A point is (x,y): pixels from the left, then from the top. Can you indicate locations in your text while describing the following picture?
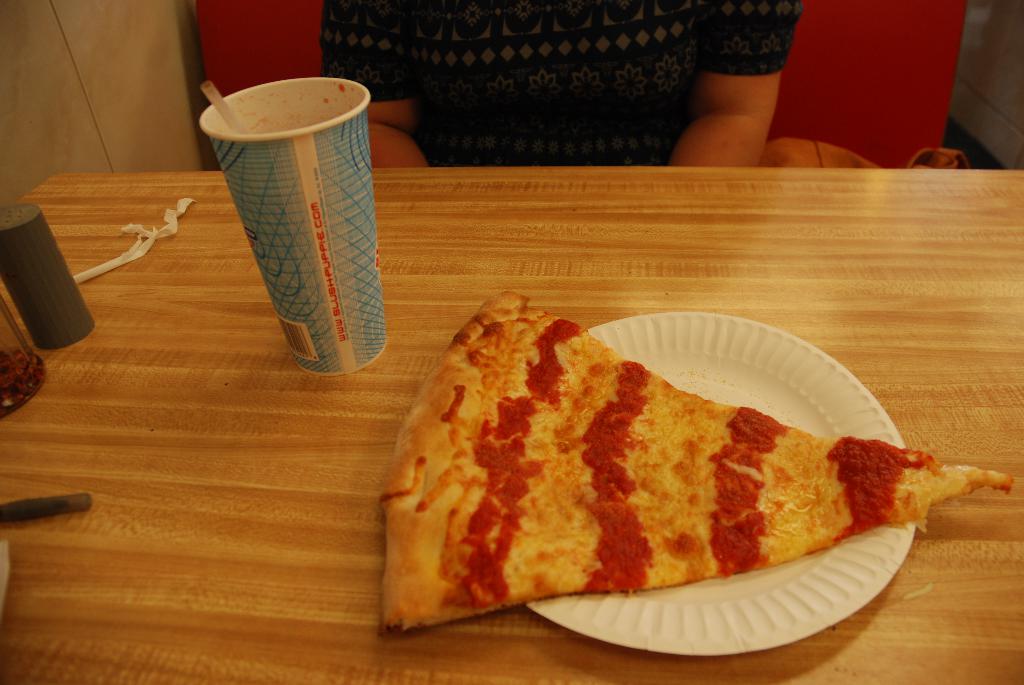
In this image i can see a table (204,479) on which there is a plate (743,611), a glass (348,324), a bottle (19,345) and a pizza (578,513). In the background (673,78) i can see a person (614,63) sitting and a wall (141,70).
